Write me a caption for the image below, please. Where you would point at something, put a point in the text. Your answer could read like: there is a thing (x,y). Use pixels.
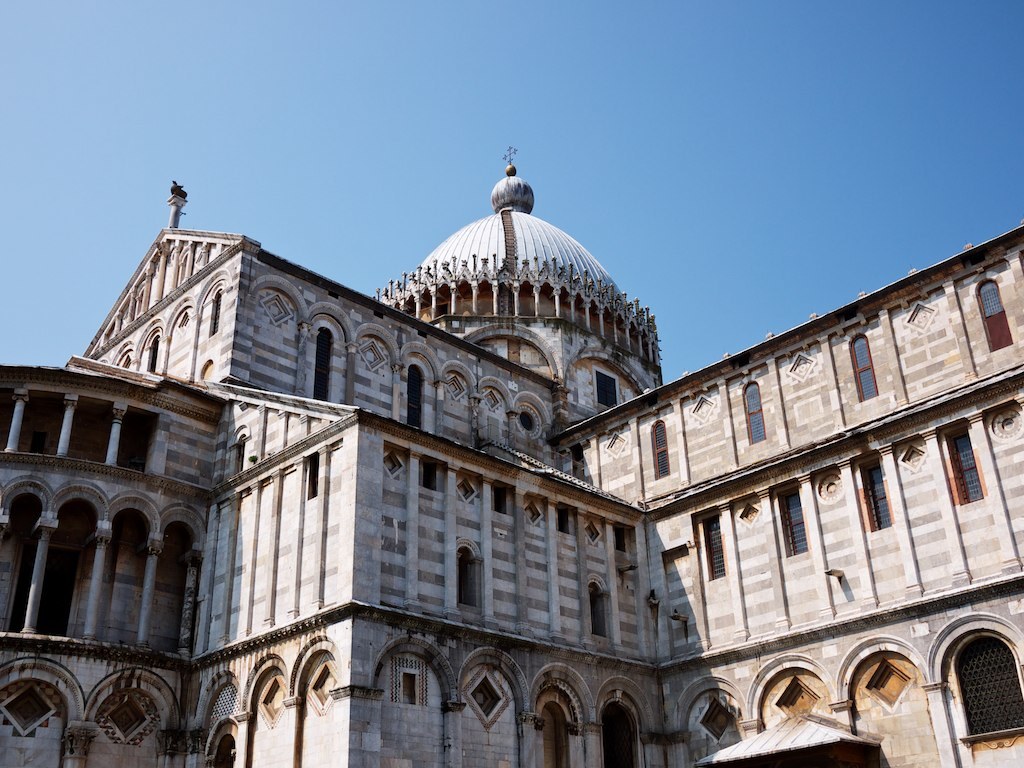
In this image we can see building (38,616) with pillars (594,759), windows (659,436). At the top of the image (430,77) there is sky (390,75).
